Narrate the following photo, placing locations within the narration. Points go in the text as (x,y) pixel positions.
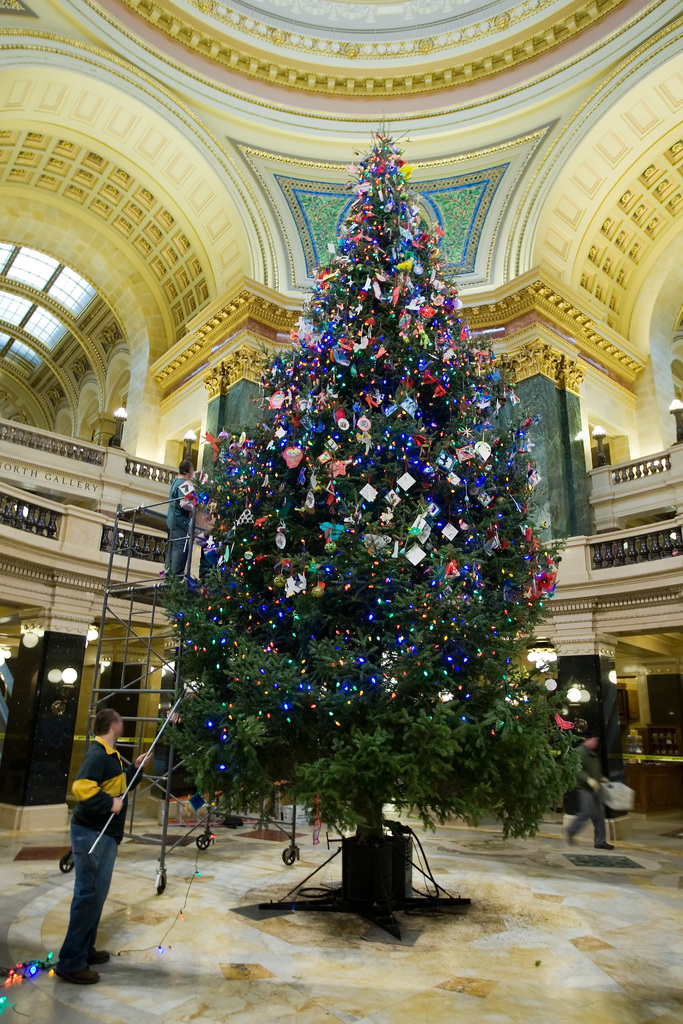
There is a man (80,882) standing and holding stick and we can see Christmas tree (253,754). Background (182,453) we can see a person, wall (181,404) and lights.
